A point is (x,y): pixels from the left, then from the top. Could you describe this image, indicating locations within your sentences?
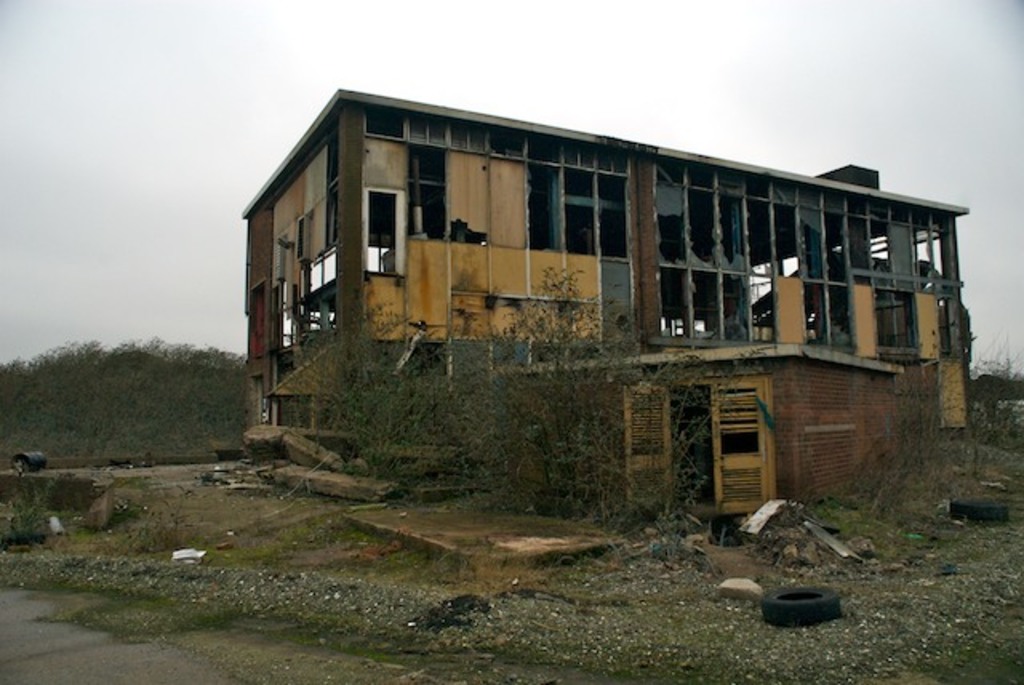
In the center of the image (445,303) we can see building (831,261), shed (807,381), door (748,417), plants (613,433), trees (147,387). At the bottom of the image (844,586) we can see drum (27,462), wheels (804,605), stones (387,622), road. At the top of the image (227,52) we can see the sky (271,131).
